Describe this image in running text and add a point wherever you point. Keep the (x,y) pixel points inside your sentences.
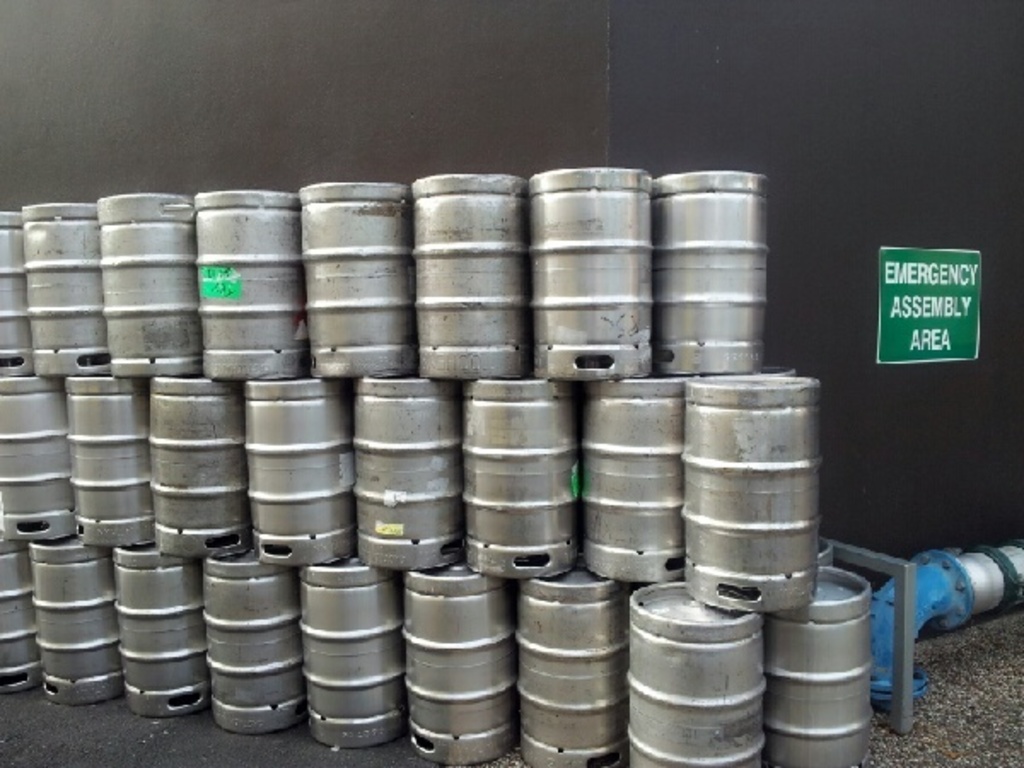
In the center of the image (629,486) we can see a few metal cans (710,496). And we can see some stickers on a few metal cans (432,431). In the background (987,565) there is a wall (948,70), rod (908,640), pipe (988,594) and one sign board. On the sign board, we can see some text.
